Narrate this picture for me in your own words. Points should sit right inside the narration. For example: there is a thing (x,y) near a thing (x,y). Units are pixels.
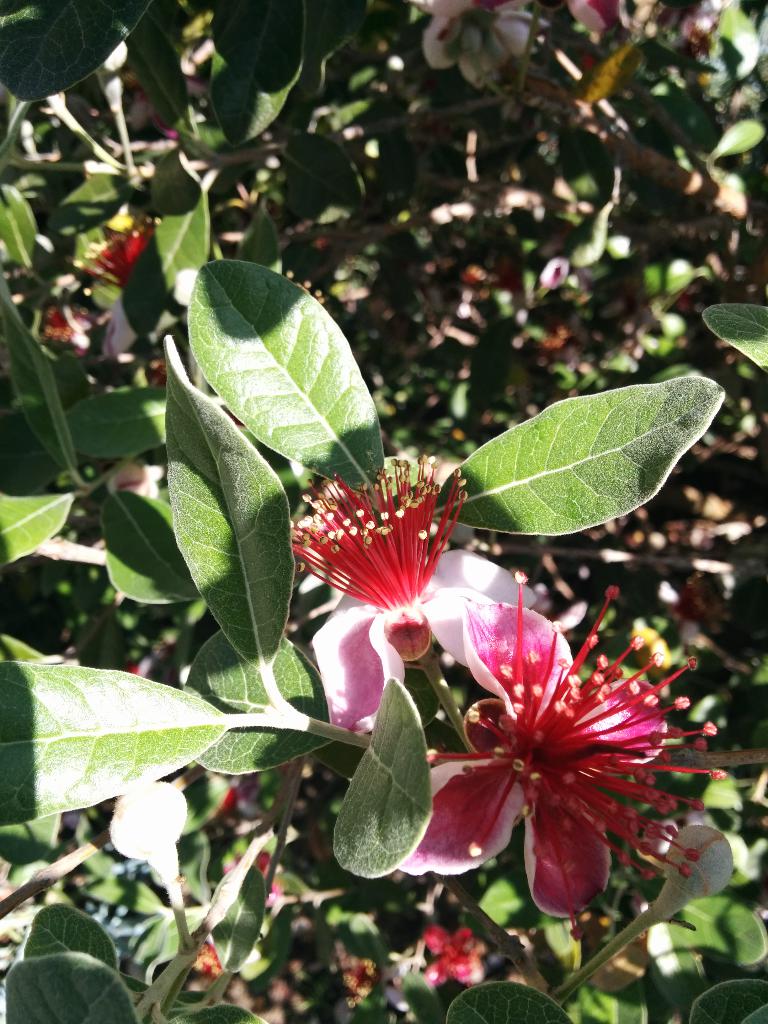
In the image we can see some flowers (641,761) and plants (50,663).
